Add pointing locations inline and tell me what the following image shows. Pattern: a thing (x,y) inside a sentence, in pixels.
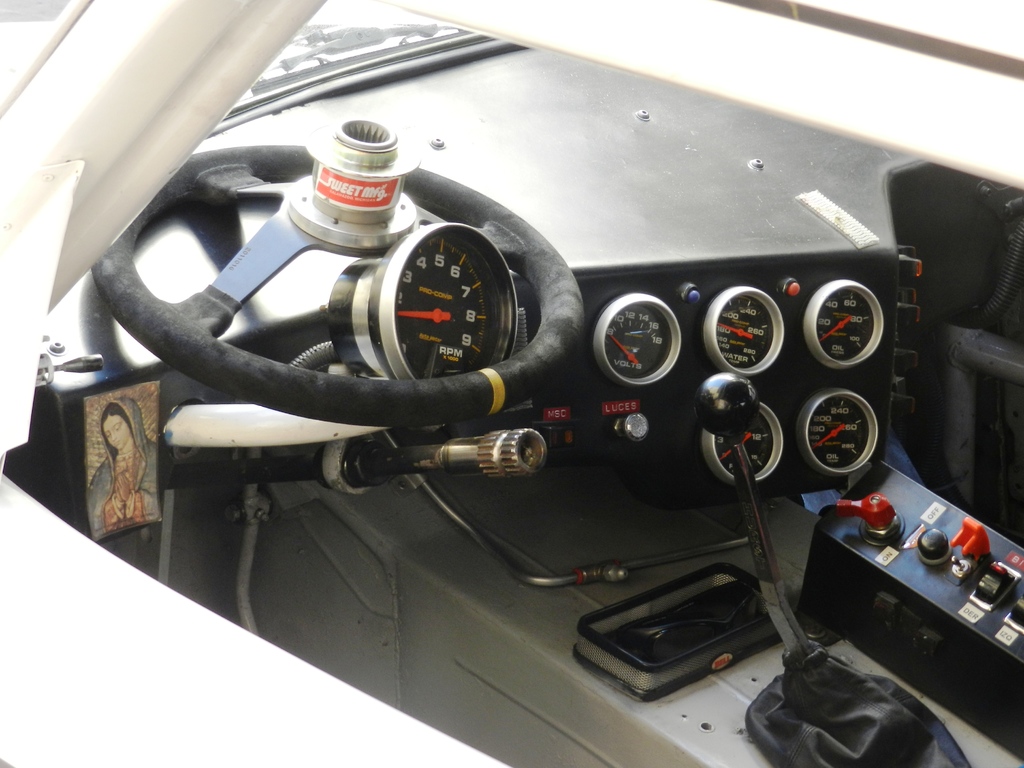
In this image we can see a broken steering (367,381). There is a gear rod (736,410). There are analog meters (669,350). There is a photo (154,415). This image is a inside picture of a vehicle (671,283).
